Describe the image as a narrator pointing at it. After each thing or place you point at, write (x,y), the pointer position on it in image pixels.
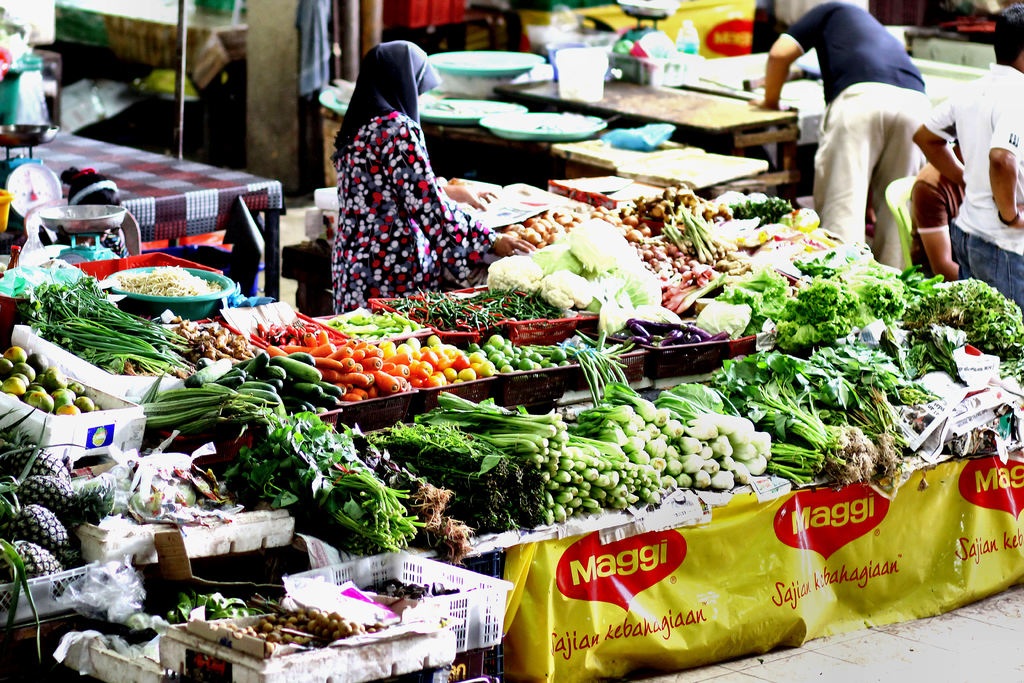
In the picture we can see a vegetable shop (74,466) filled with vegetables (426,451) on the desk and some person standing near it and in the background (681,103) also we can see some person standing and near the tables (671,111), and we can also see some poles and wall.
